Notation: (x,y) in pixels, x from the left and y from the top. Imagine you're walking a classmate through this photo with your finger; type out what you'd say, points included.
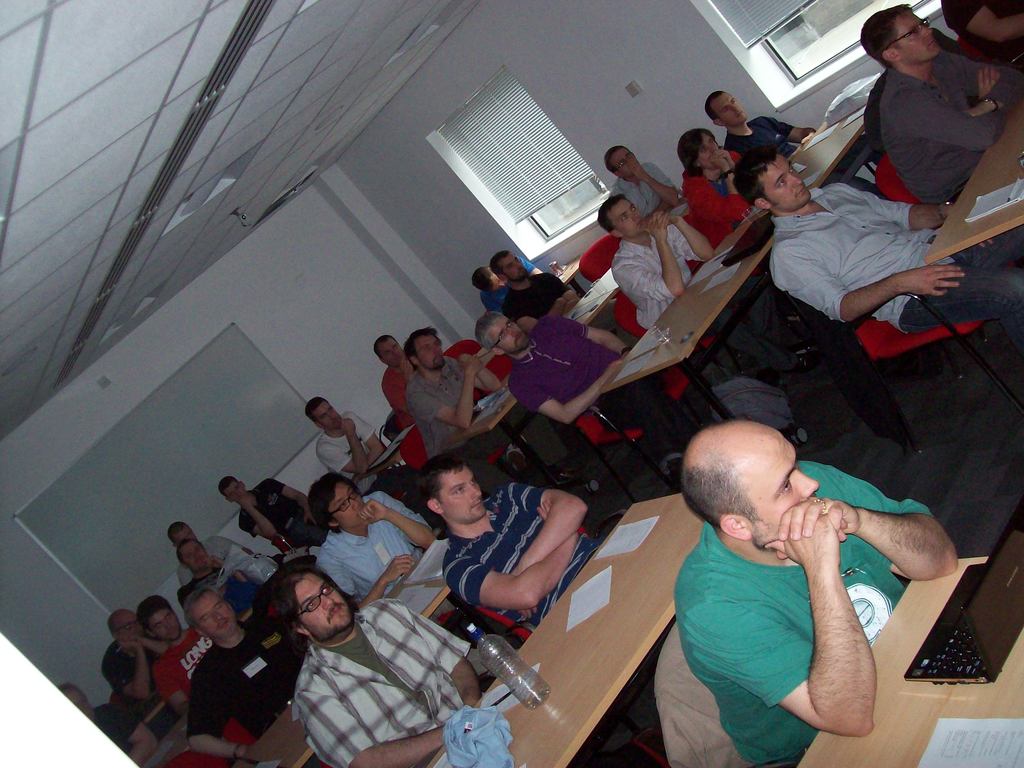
At the bottom of this image (903,561), there are persons (333,485) in different color dresses (115,668), sitting in front of the tables (1022,661) on which there are papers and other objects (1017,163) arranged. In the background (112,375), there are windows (510,214) and there is a white board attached to a white wall (282,327).
